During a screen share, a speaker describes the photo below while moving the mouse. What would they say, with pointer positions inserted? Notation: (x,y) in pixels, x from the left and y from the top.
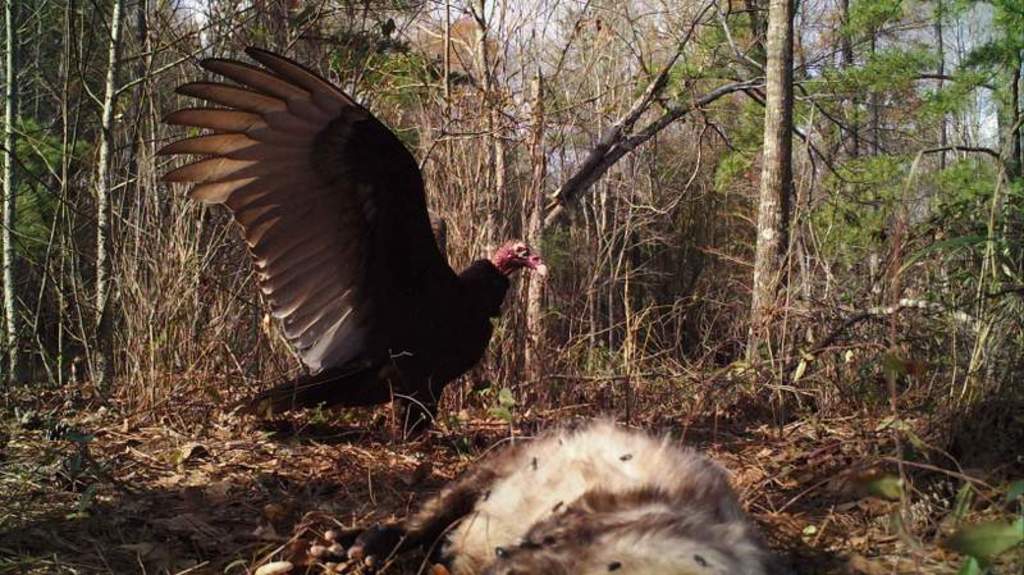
In this image I can see a bird (316,355) which is in brown color. Background (534,27) I can see trees (813,93) in green color and sky (547,29) in white color.
